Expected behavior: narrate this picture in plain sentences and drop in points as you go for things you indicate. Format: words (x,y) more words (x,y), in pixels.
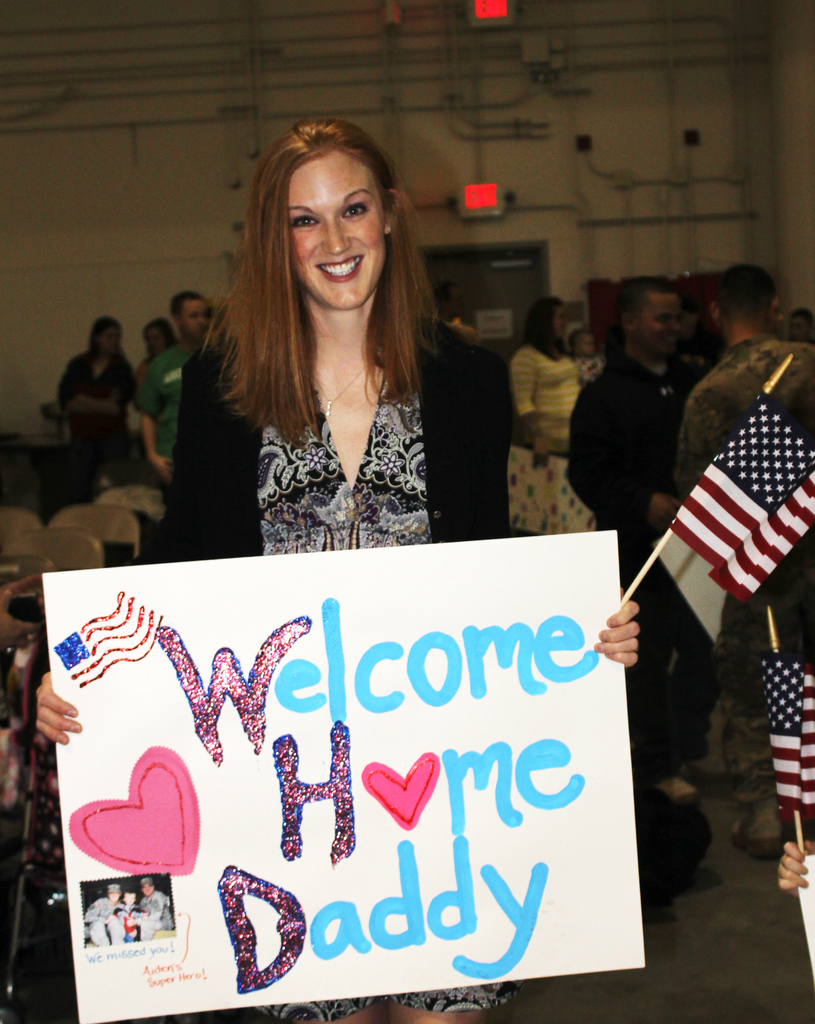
In the image we can see there is a woman (305,460) standing and she is holding a banner (394,827) in her hand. It's written ¨Welcome Home Daddy¨ and she is holding a flag (712,547) in her hand (629,605). Behind there are other people (666,354) standing.
